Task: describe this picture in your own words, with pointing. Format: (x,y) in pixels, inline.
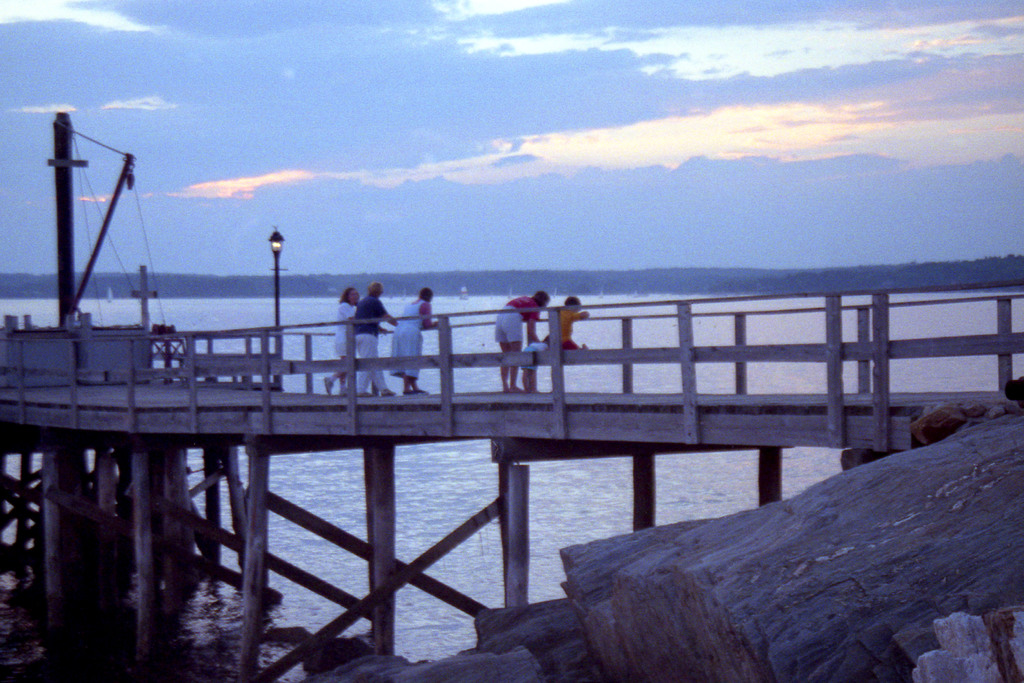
In this image I can see a platform (465,428) and on it I can see few people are standing. I can also see few poles (278,274), wires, a light (280,243), water (335,348), clouds (529,42) and the sky (651,114) in background (747,179).
